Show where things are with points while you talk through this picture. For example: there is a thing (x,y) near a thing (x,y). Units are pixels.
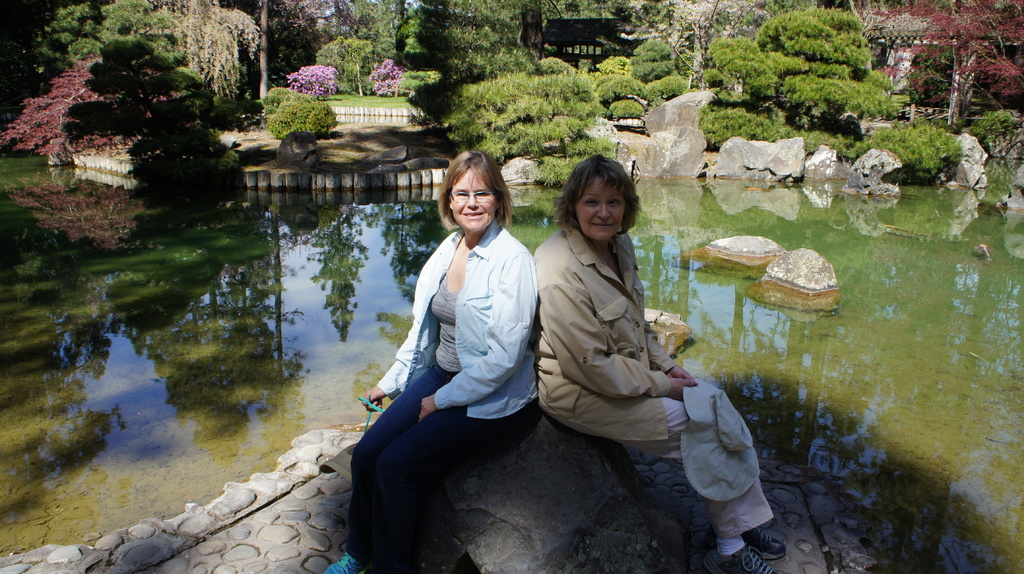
There are two women (461,283) sitting and smiling. Here is the water (374,237). I can see the rocks (651,137). These are the trees (654,46) and bushes (299,104). These water (888,329) look green in color.
